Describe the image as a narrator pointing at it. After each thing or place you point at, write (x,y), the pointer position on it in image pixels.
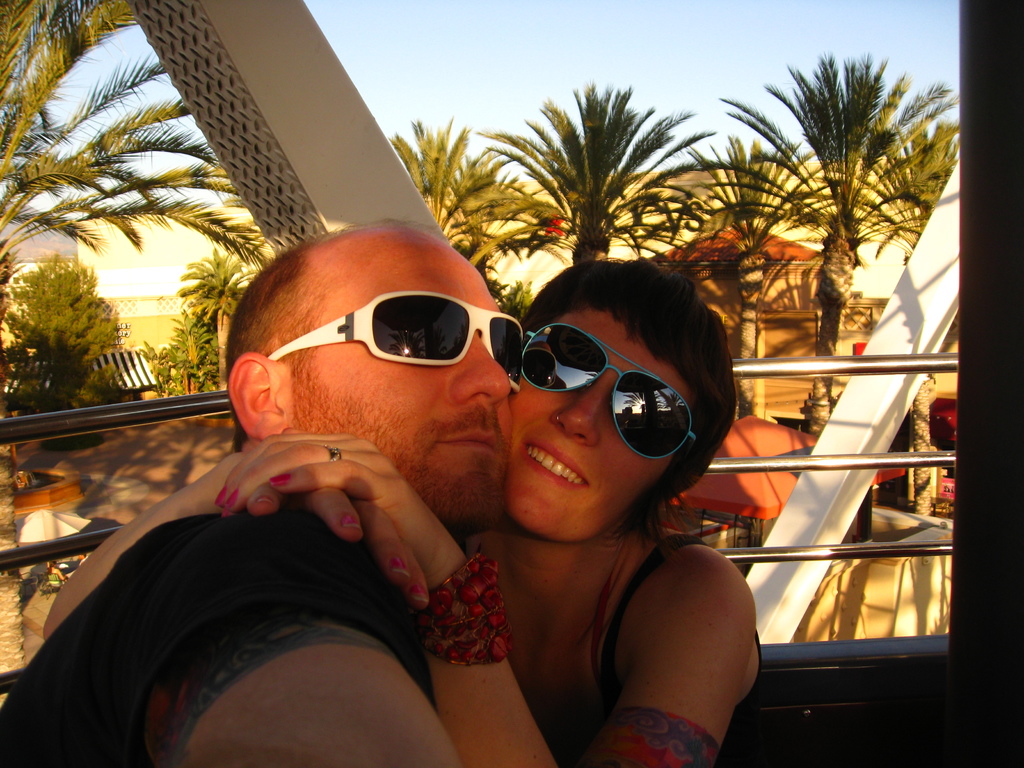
In this picture I can see a man (293,537) and a woman (437,586) at the bottom (506,649), behind them there is a railing (920,364), in the background (0,408) there are trees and buildings (134,311). At the top (562,64) there is the sky (577,76).
